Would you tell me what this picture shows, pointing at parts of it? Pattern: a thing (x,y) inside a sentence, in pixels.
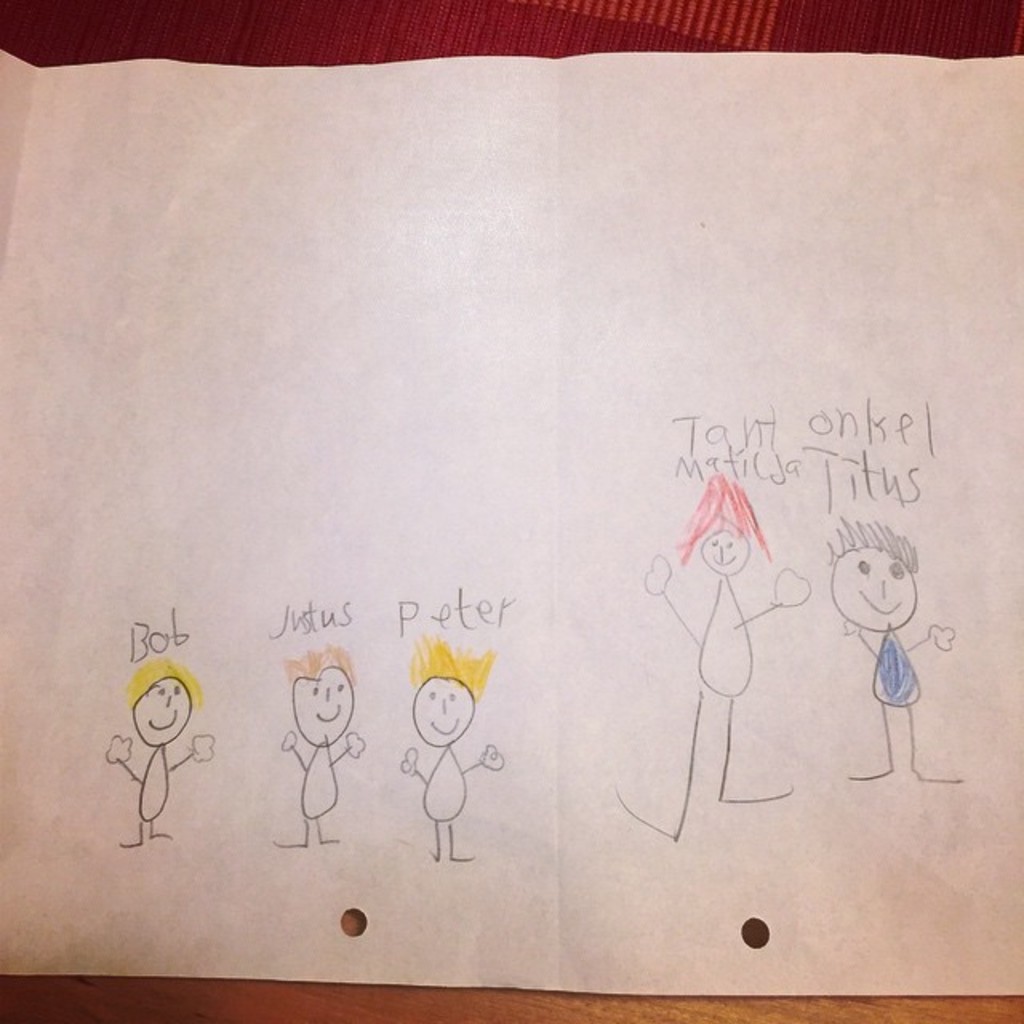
In this image in the center (362,648) there is one paper (449,764) and in that paper (274,717) there is some drawing (443,714) and some text (857,477), in the background (528,9) there is a table (317,28).
